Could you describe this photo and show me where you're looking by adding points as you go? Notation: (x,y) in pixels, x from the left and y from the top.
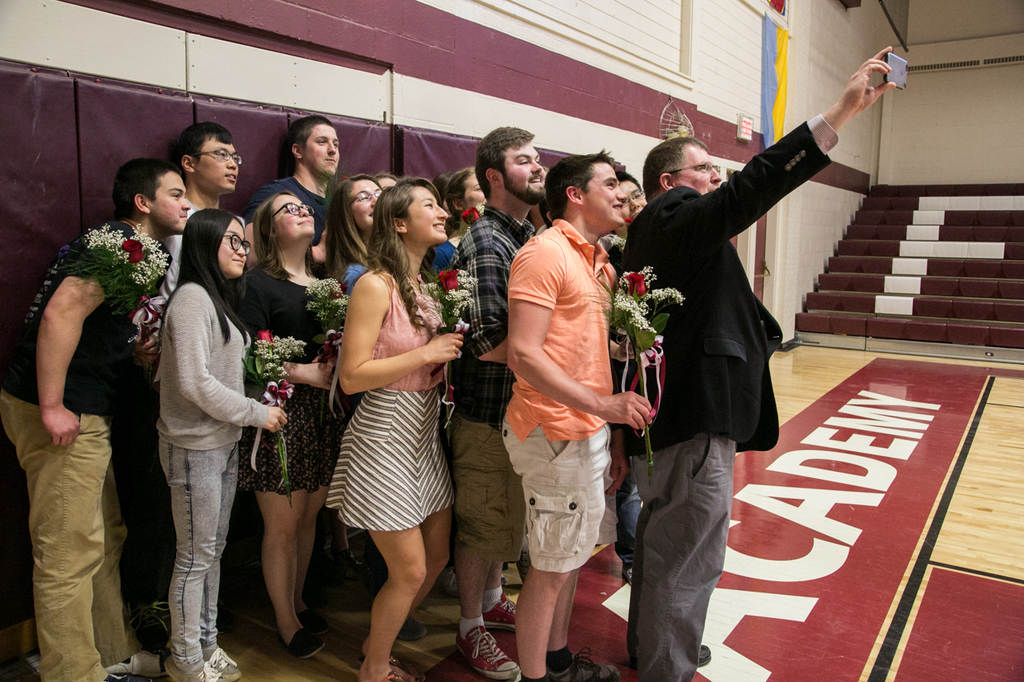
There is group of persons (621,512) some of them are holding flower bouquets (263,383), and a person (727,199) who is in black color coat (741,206) and is holding a mobile (899,57) and capturing a photo of them, on the floor (780,645) of a building (267,154), which is having steps (942,333) and walls (951,102).
